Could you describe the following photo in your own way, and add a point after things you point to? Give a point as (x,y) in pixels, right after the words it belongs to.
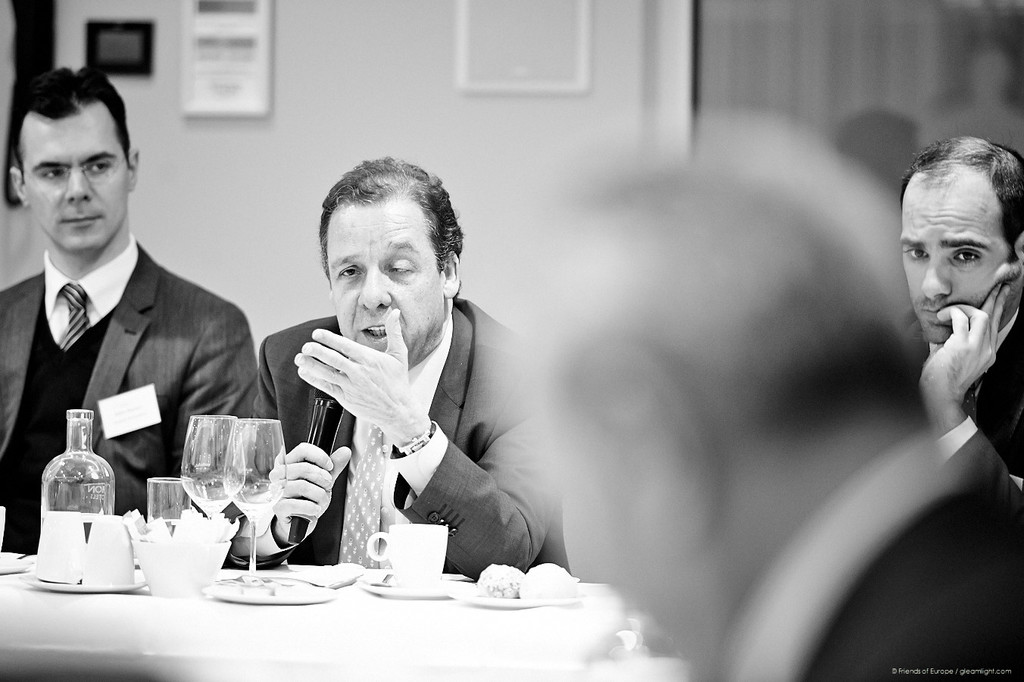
There are four men (613,323) with black jacket (211,348). And a man (403,431) holding a mic (320,439) his hand (318,472). He is sitting and he is talking. In front of them there is a table (101,631). On the table (110,648) there are two glasses (217,470), one bottle (86,467), a cup (390,554), a plate (488,600). And on the wall (276,112) there are some frames (483,60).
